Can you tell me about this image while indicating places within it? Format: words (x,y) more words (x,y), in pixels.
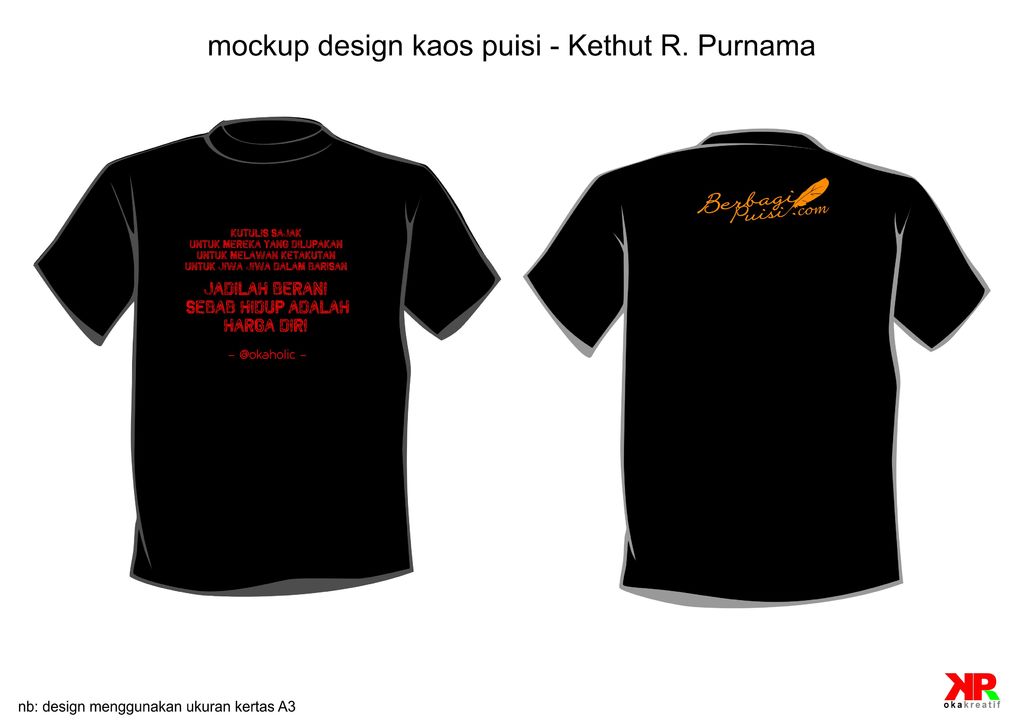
It looks like an edited image. I can see two T-shirt (331,292) with the letters (222,311) on it. I think these are the watermarks (980,676) on the image. The background (640,85) looks white in color.
